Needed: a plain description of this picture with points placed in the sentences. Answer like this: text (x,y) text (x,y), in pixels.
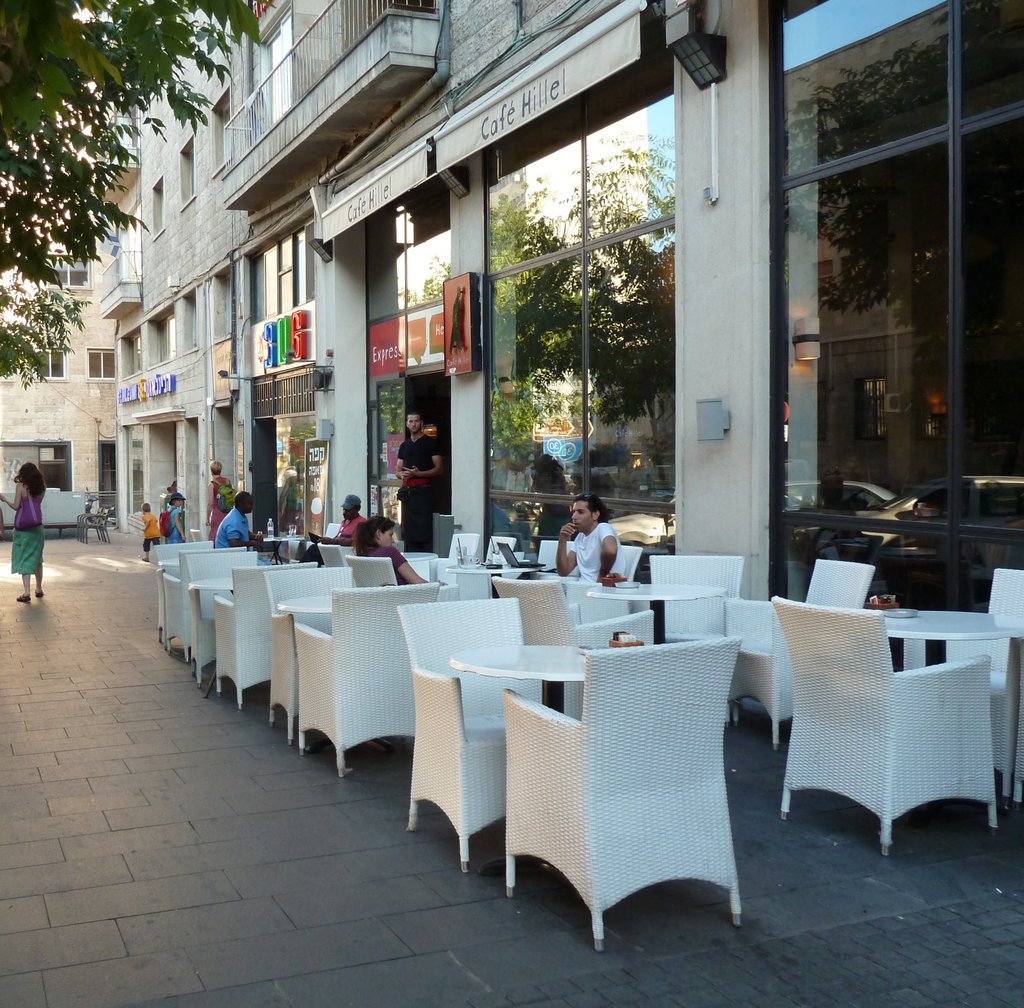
In this image we can see a building (577,252) on which there are few boards (286,332) and text (286,332) on it. Beside the building (224,354) we can see group of tables (492,665), chairs (472,691) and persons (595,563). In the top left side of the image (29,94) we can see a tree (51,232). We can see the reflection of the trees (671,382) on the mirror of the building (863,194). In the background (111,444), we can see another building (56,470).
